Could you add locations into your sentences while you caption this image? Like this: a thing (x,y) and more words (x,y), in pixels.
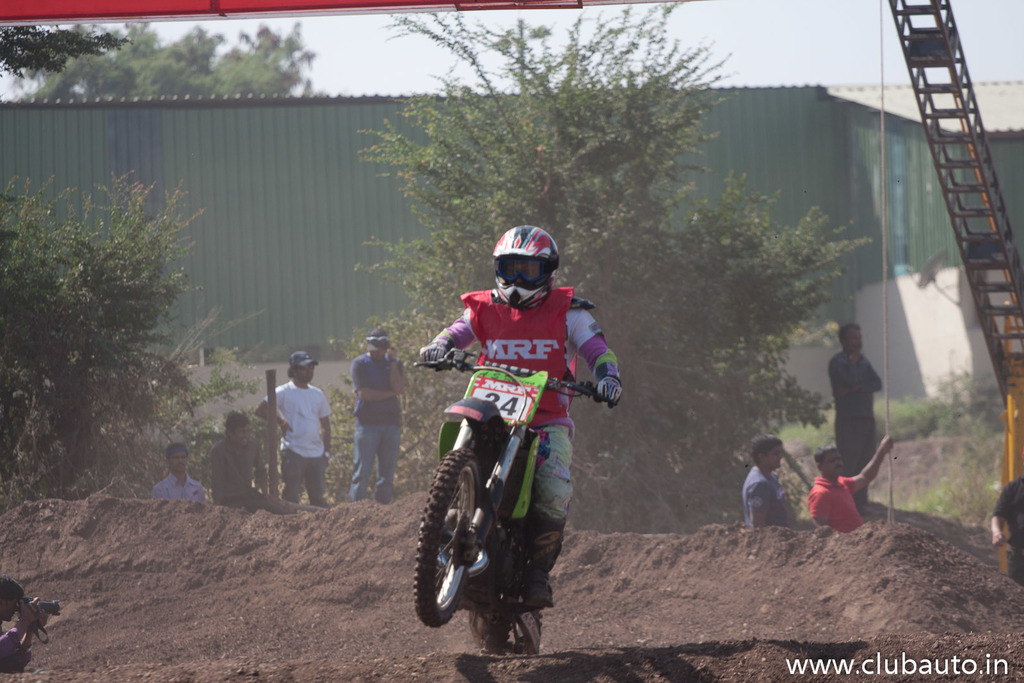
In the picture we can see a person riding a sports bike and he is in a sportswear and helmet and he is riding on the mud surface (104,629) and behind him we can see some people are standing and some plants (192,434) beside them and behind them we can see a shed (223,248) and behind it we can see some tree (156,45) and sky (395,79).
